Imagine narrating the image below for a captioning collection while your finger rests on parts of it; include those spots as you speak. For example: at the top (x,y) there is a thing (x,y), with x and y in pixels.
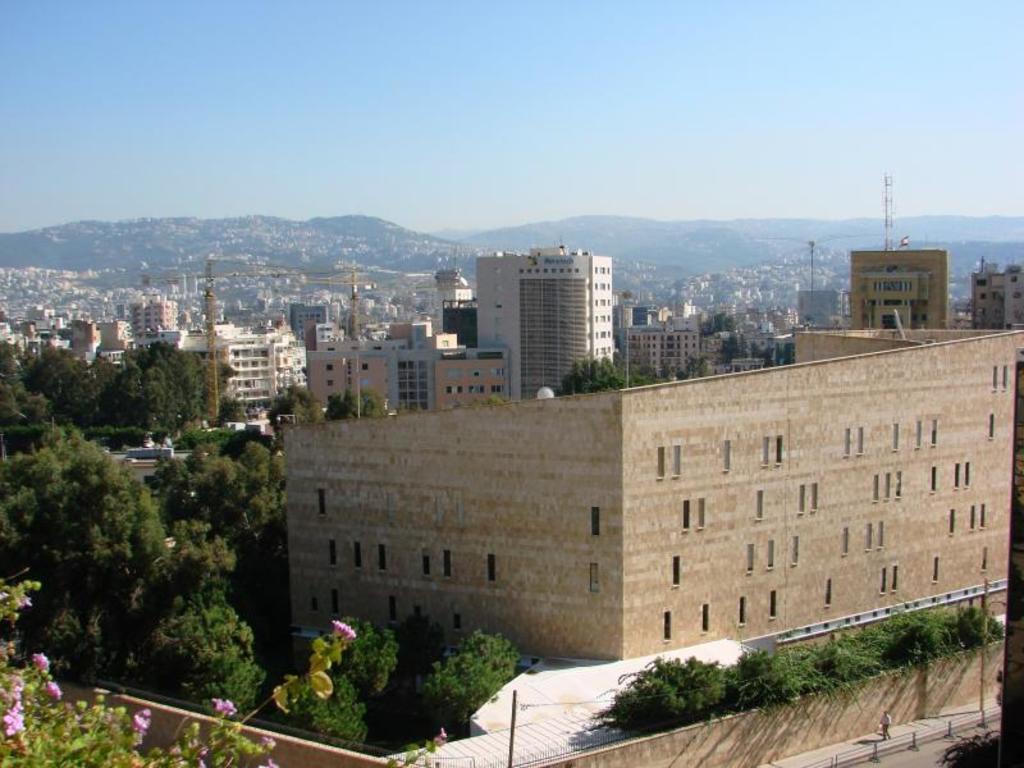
As we can see in the image there are buildings (569,535), plants (48,719), trees (93,416) and in the background (135,242) there are trees (63,509). On the top (203,114) there is sky (186,115).
